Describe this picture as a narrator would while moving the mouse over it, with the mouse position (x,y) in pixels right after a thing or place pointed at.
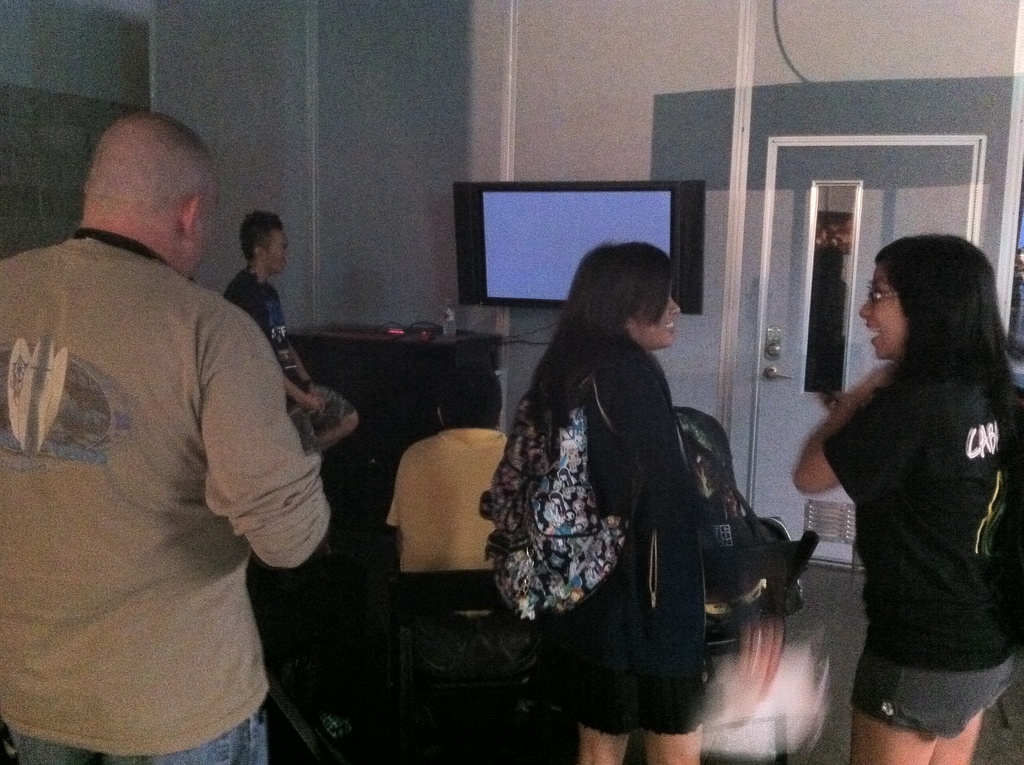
In this image there are so many people (442,528) sitting and standing in a room (684,371) in front of them there is a table (364,381), TV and door (831,202) to access.
